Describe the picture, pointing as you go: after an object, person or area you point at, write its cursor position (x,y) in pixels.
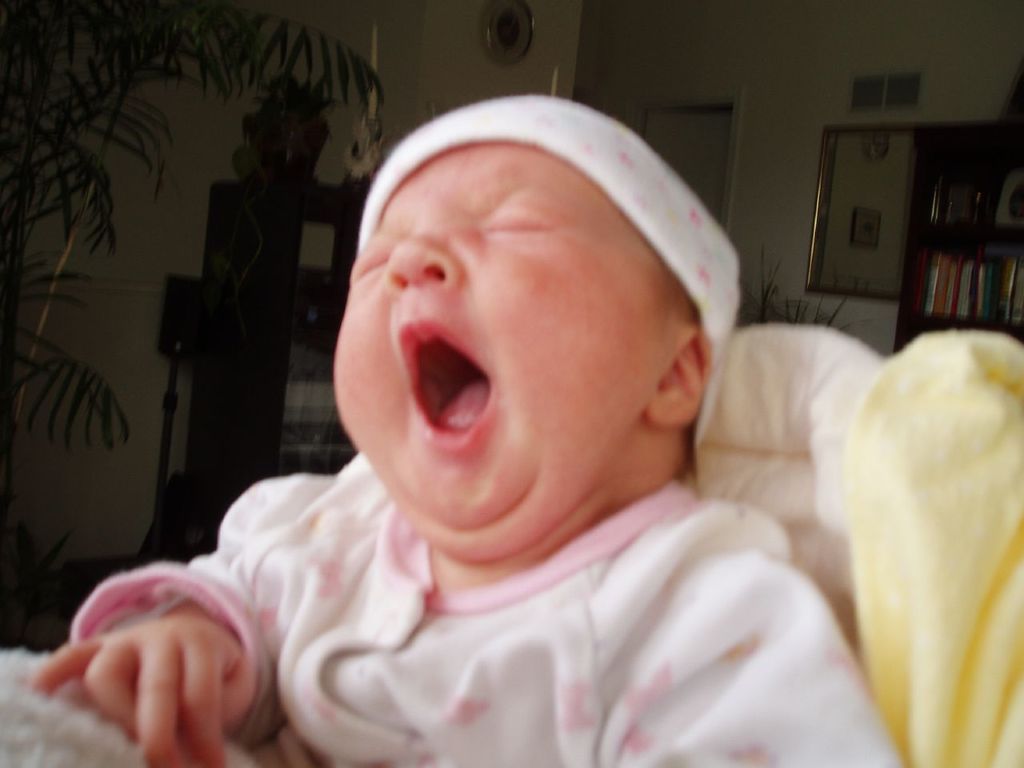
In this image in the front (494,520) there is a kid (466,563) yawning. In the background (25,198) there is a plant (18,179) and there are cupboards (225,277) and on the wall (525,73) there are frames (814,217).
